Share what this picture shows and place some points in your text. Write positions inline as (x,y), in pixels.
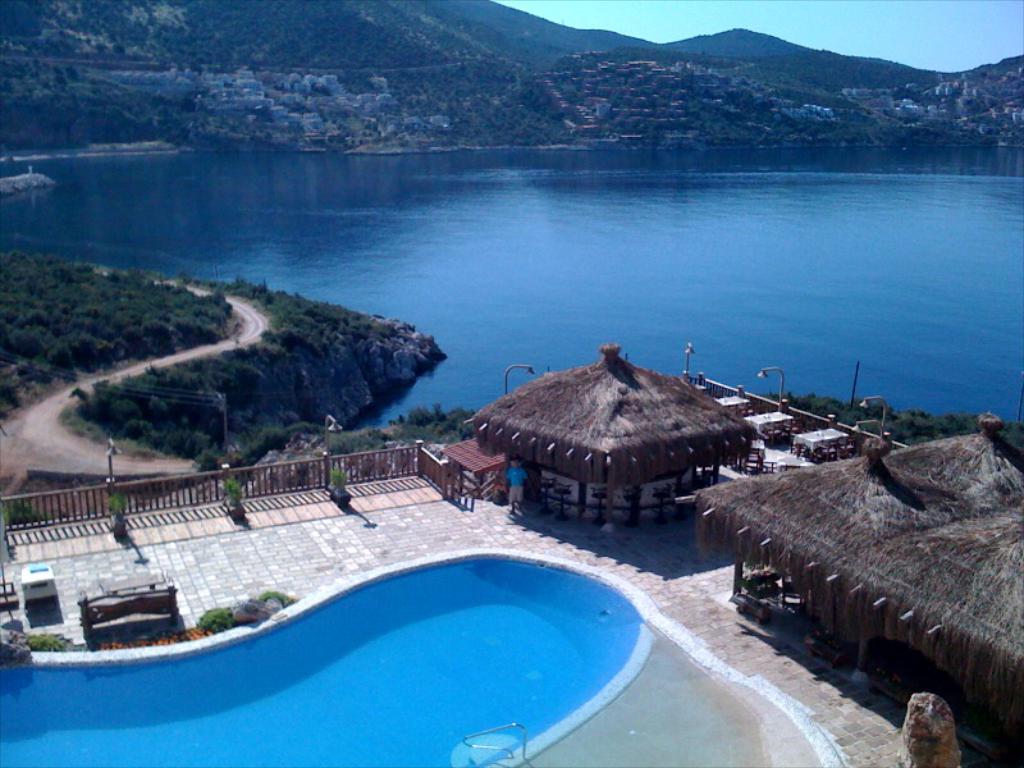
In this picture to the left side of the corner we can see a swimming pool (314,679) beside that we can see two huts (847,544) and there is a person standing in front of the hut (610,413) and there are few tables (763,429) and chairs (737,409) behind huts (598,418). We can see a water body (186,273) present and we can see a path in between trees (104,324) and in the back ground (811,118), we can see mountains (553,122).
